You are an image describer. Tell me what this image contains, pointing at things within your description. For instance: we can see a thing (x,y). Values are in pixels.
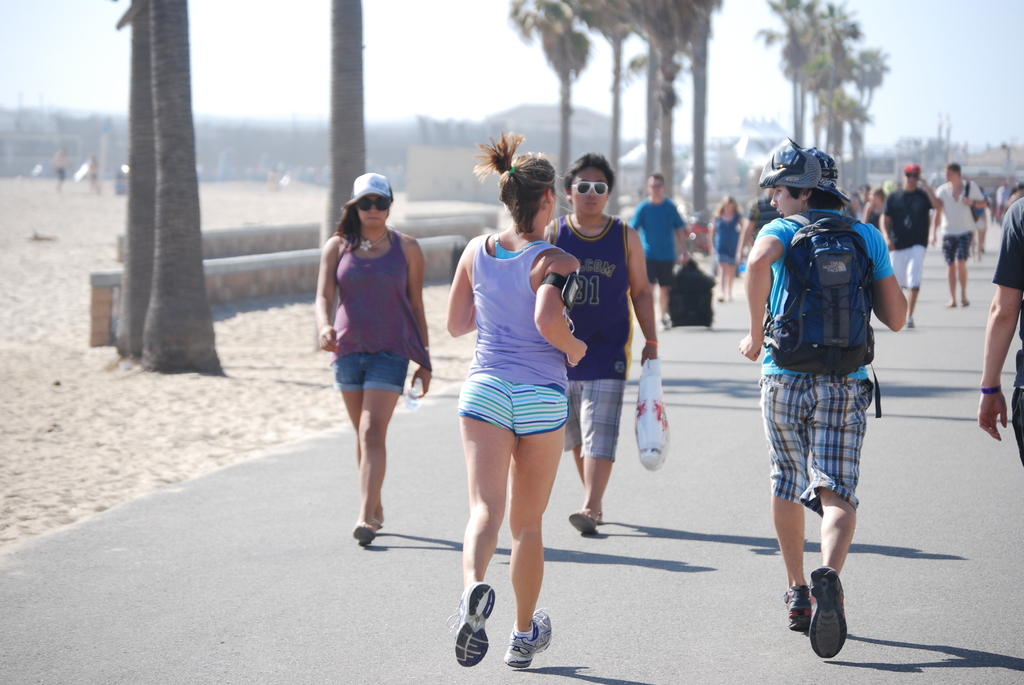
In this picture there is a boy (777,297) and a girl (550,455) in the center of the image (577,370), they are running and there are other people (334,249) in the image, there are buildings (865,170) in the background area of the image (749,187) and there is a sandy floor (303,355) on the left side of the image (30,284), there are tree trunks (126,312) in the image.
